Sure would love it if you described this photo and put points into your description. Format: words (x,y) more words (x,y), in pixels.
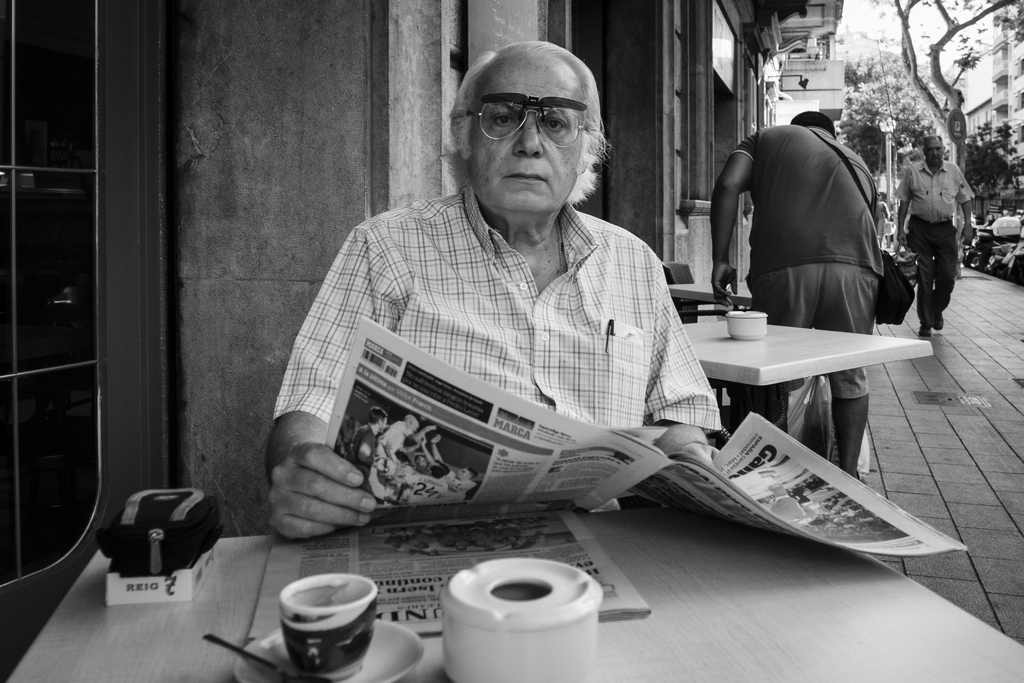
In the image there is an old man (514,201) sat in front of table (724,601) with newspaper (614,469) in hands (325,488) on a street (980,346). back of him there are buildings (1006,112), trees (913,83).
